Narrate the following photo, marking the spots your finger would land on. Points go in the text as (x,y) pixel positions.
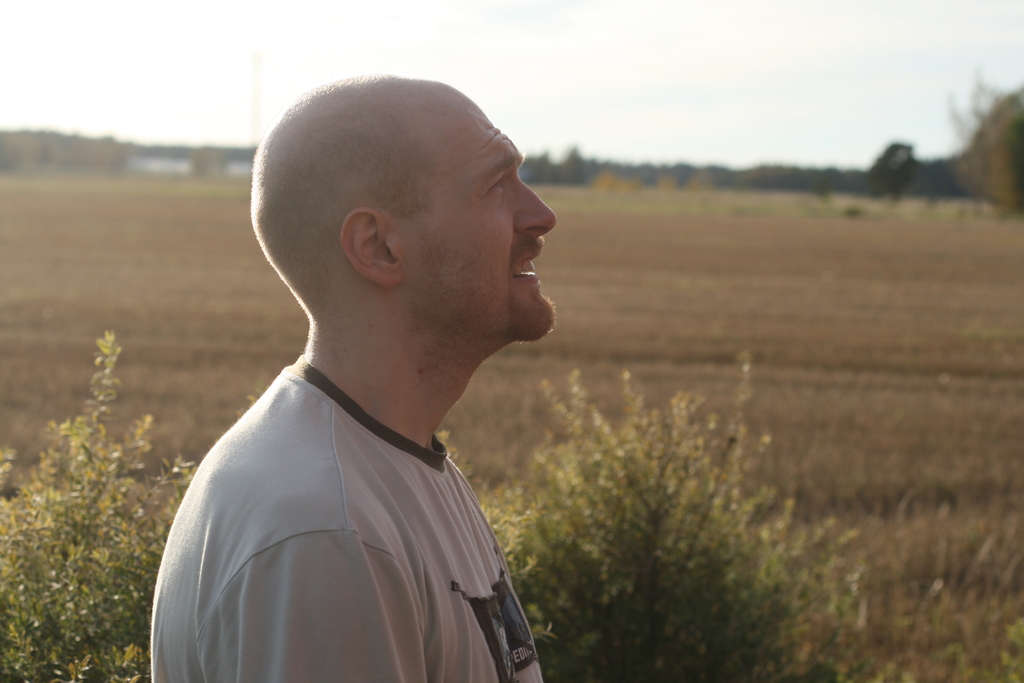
In the foreground of the image (315,502) we can see a person (392,551) wearing white color T-shirt (393,606) is standing here. The background of the image (24,565) is slightly blurred, where we can see the plants (45,570), trees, ground (772,400) and the sky (474,9) in the background (572,160).
